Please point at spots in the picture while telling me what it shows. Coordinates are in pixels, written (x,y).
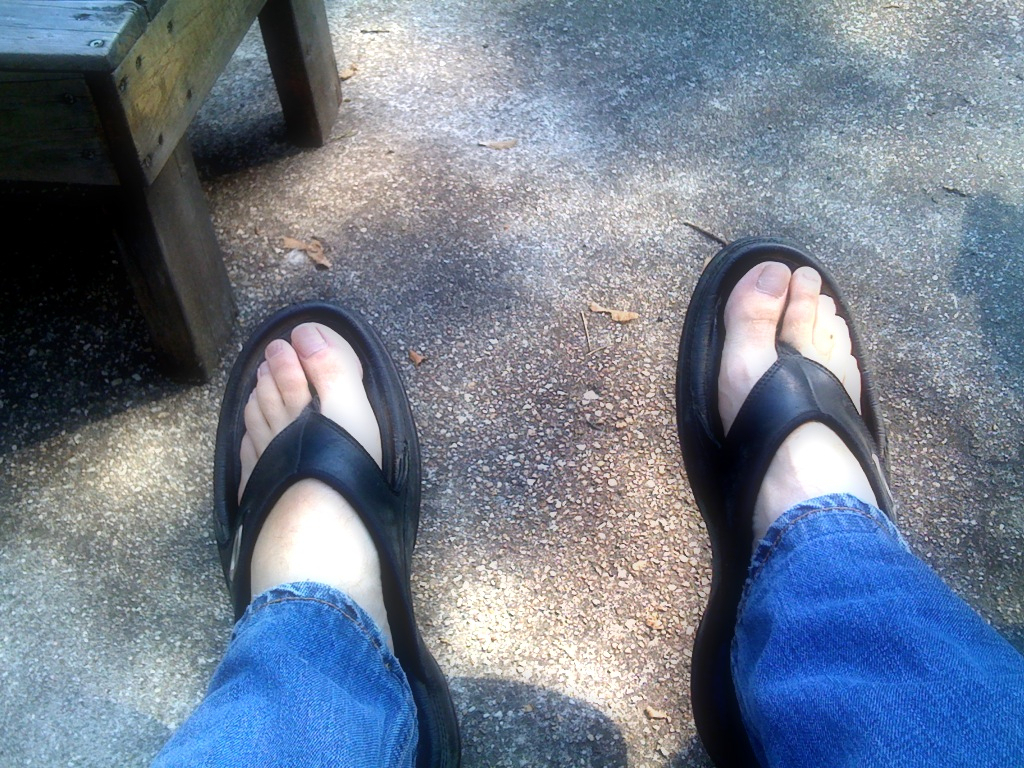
In this image I can see legs (341,574) of a person (293,539) and I can see this person (871,691) is wearing blue colour jeans (887,753) and black slippers (357,336). On the top left side of this image (16,179) I can see a wooden thing (199,214).
